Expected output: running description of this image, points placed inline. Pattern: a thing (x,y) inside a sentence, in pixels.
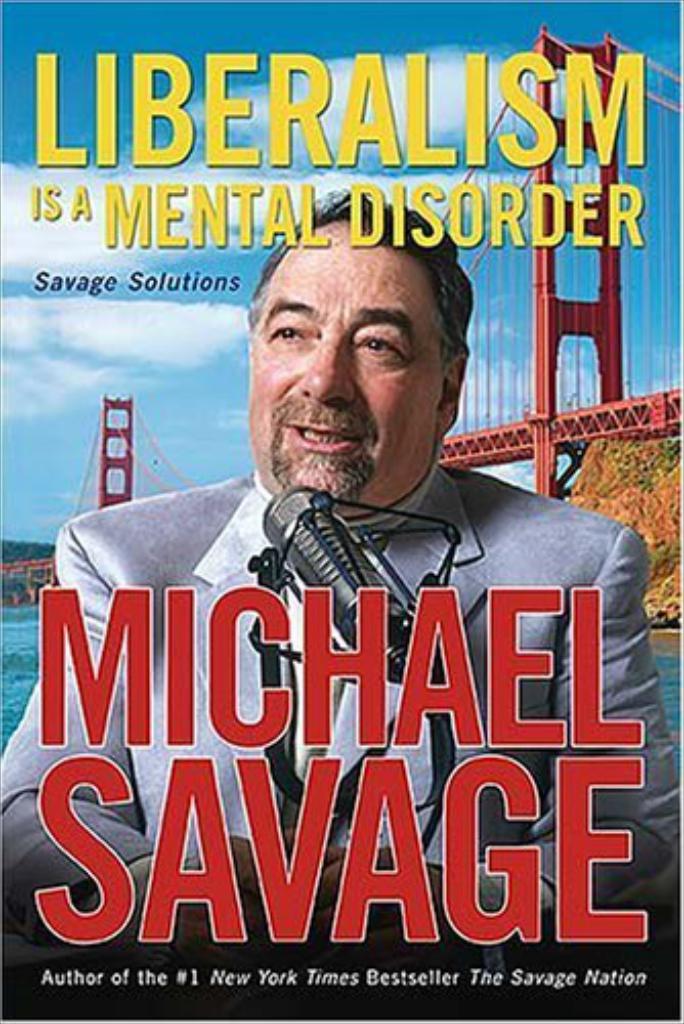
In this image there is a poster (316,863) and something is written on it. We can see an image of a person (333,478), mic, bridge (521,424), water (9,665) and a cloudy sky (46,523) on the poster (508,503).
